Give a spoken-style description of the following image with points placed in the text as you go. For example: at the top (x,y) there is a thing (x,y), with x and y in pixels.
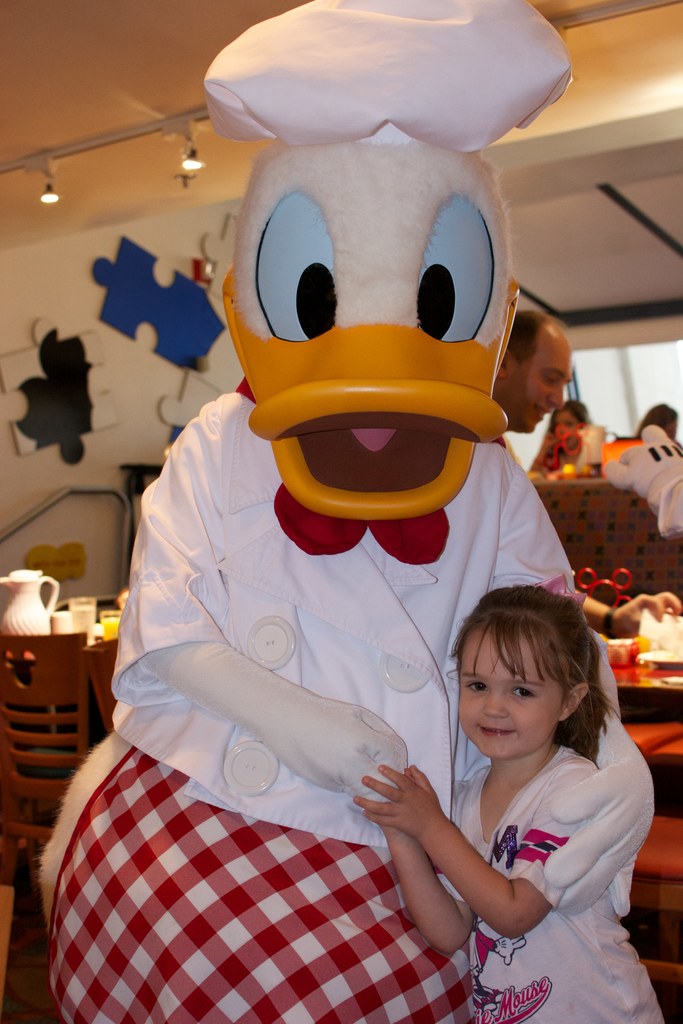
In this picture we can see a girl (472,855) is holding a person (311,809) who is in a fancy dress (275,707). Behind the girl (497,816), there are some people (528,388) standing, chairs (22,715) and a table (624,680) and on the table (634,677) there are glasses (87,615), jar (38,614) and other things (67,621). Behind the people (540,399) there is a wall (134,426) with decorative items (188,334) and at the top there are lights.
